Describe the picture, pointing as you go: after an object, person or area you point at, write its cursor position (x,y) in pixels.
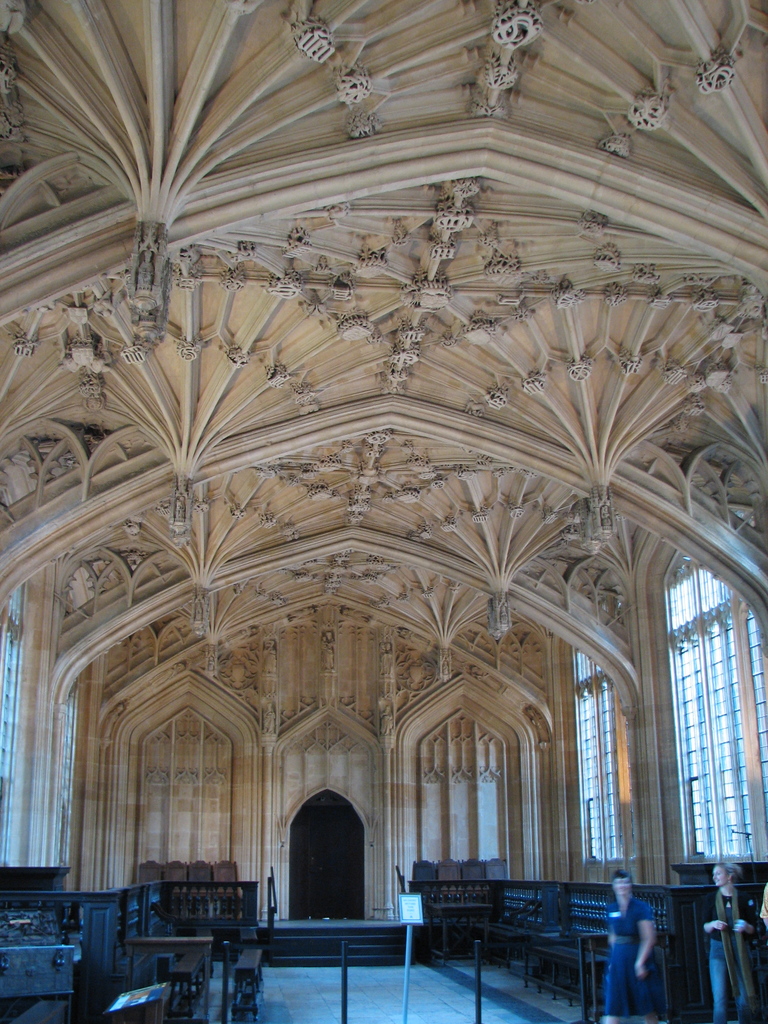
This image consists of a building (656,625). It is clicked inside. It looks like a church (260,917). To the left (86,927) and right, there are benches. At the bottom (430,997), there is a floor (398,996).
